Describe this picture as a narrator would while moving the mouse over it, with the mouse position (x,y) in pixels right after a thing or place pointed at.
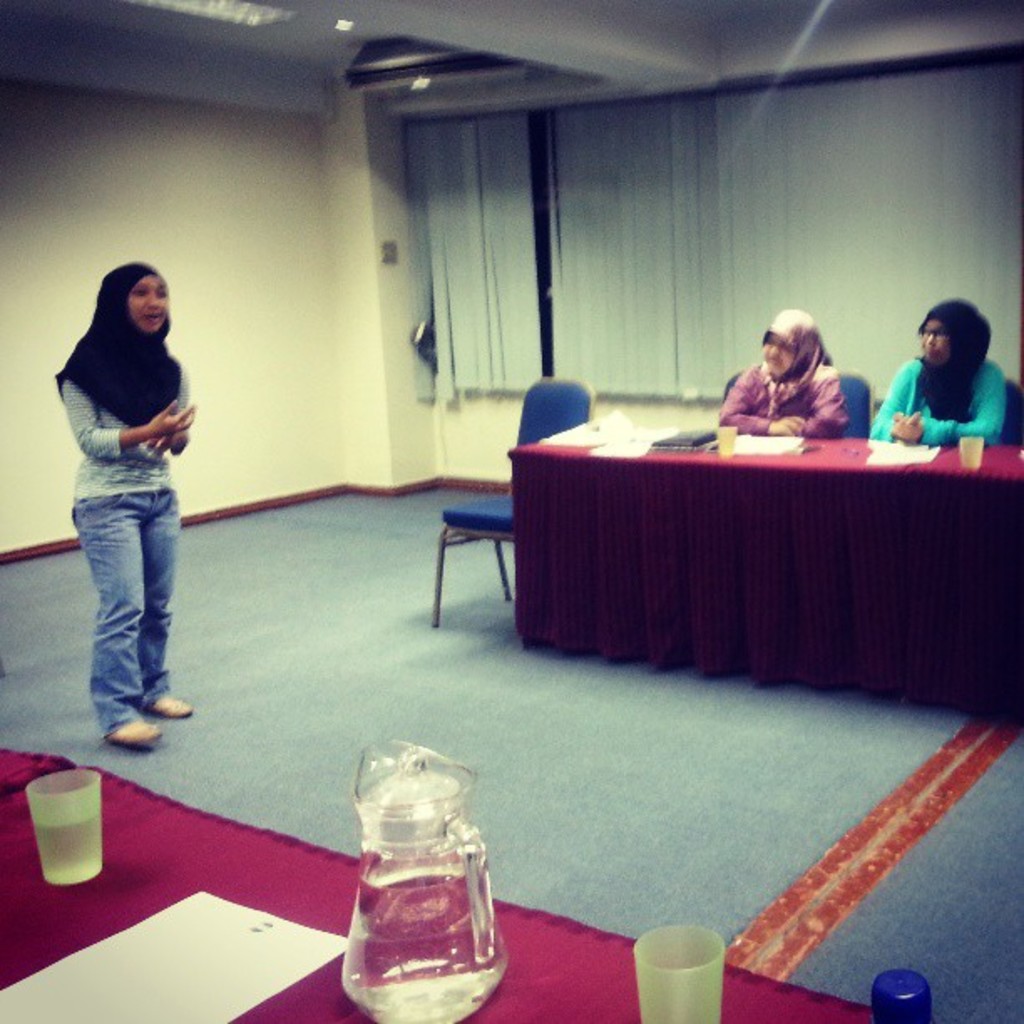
This image is clicked in a room (492,489). There are tables (811,570) in the bottom (133,806) and right side (835,476), there are chairs (858,417) in this image. Two women (889,407) are sitting in that chairs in front of the table (946,462). On table (327,906) there is a jar (383,940), glasses (71,774), paper (263,964), there is window blind (608,225). There is a woman (123,301) Standing and she is talking something.
